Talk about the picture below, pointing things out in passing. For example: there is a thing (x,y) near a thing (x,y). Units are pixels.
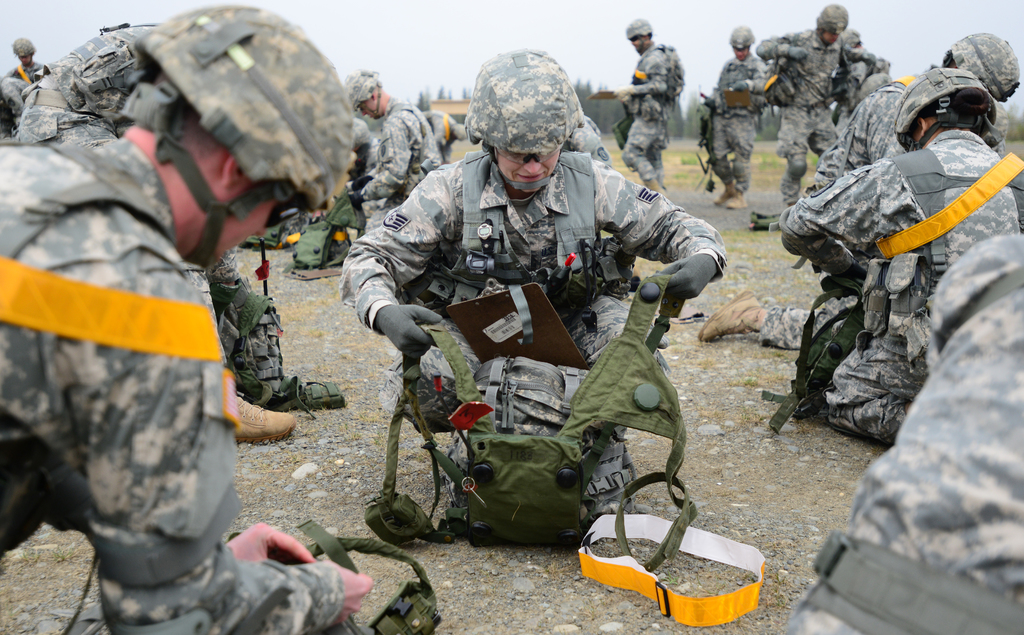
In this image, there are a few people (799,226). Among them, some people (516,278) are holding some objects (332,210). We can see the ground (359,357) with grass (691,152) and some objects (707,144). We can also see some trees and the sky (664,32).
